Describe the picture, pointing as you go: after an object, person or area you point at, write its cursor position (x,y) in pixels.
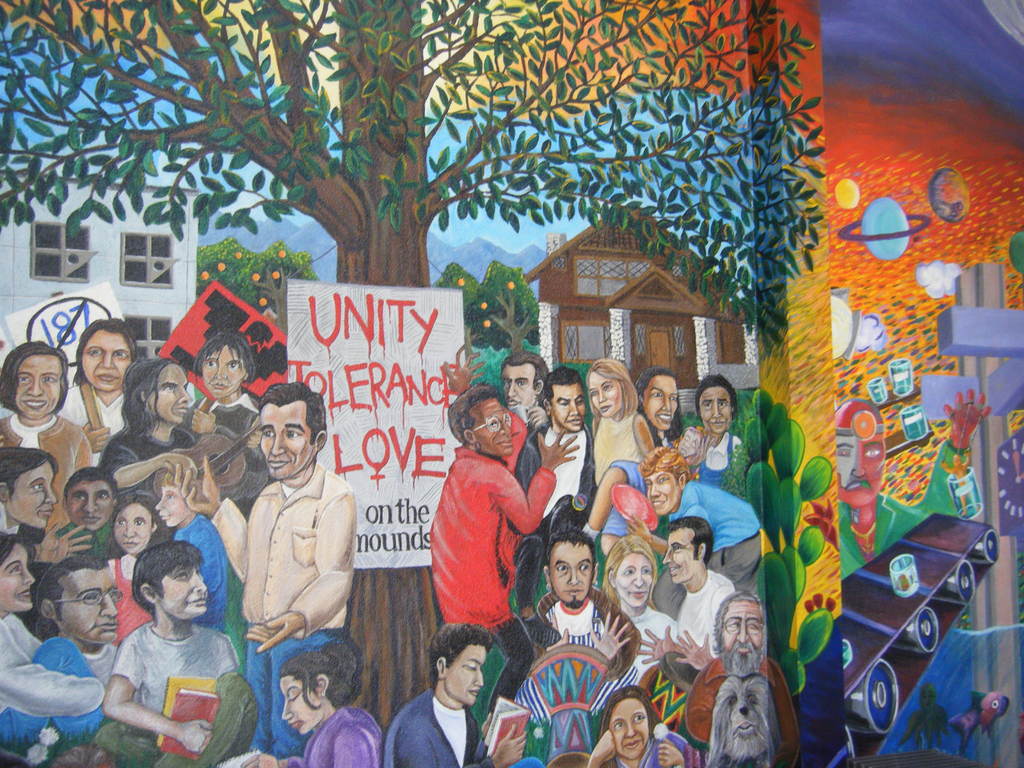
In the image we can see painting (261,81) on the wall (34,379).
